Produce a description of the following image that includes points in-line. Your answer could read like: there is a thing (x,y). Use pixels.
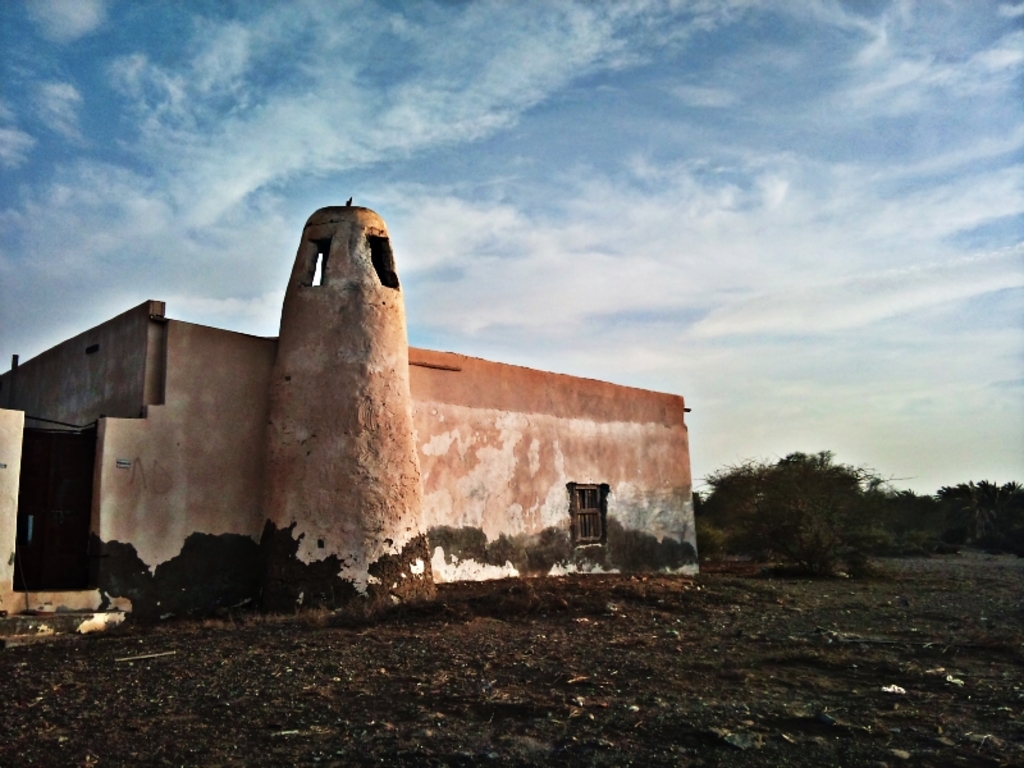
In this image I can see the ground (627,705), a building (449,481) which is orange, cream and black in color and few trees (835,533). In the background (725,358) I can see the sky (556,158).
